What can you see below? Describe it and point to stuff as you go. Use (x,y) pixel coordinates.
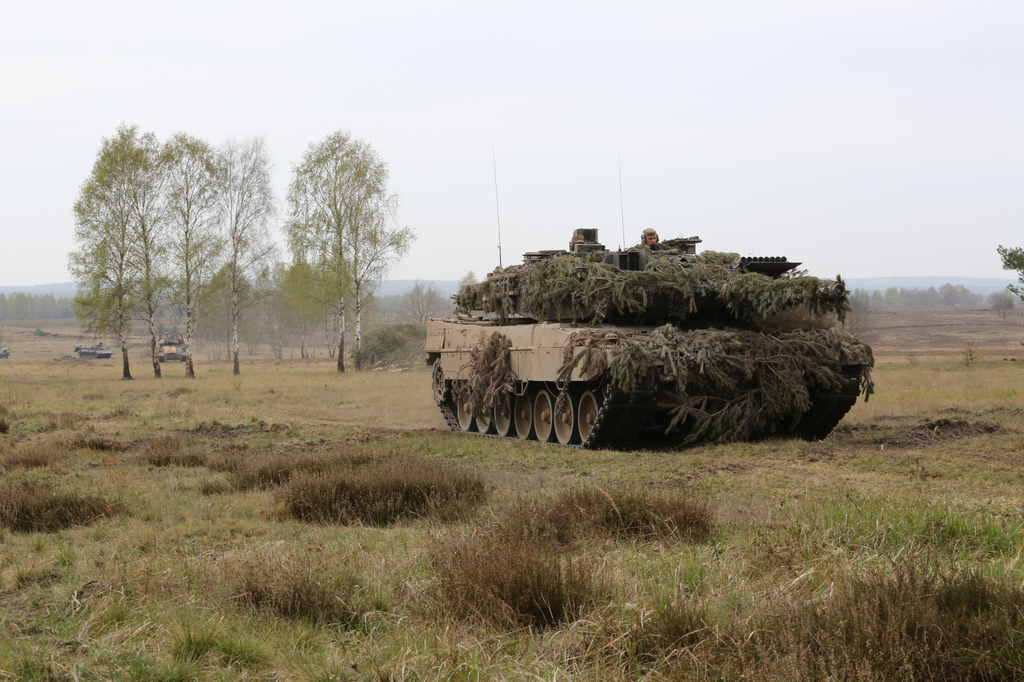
In this image we can see a person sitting in an armored car (794,324). We can also see some grass (332,512), trees (290,278), the hills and the sky (688,78) which looks cloudy.
